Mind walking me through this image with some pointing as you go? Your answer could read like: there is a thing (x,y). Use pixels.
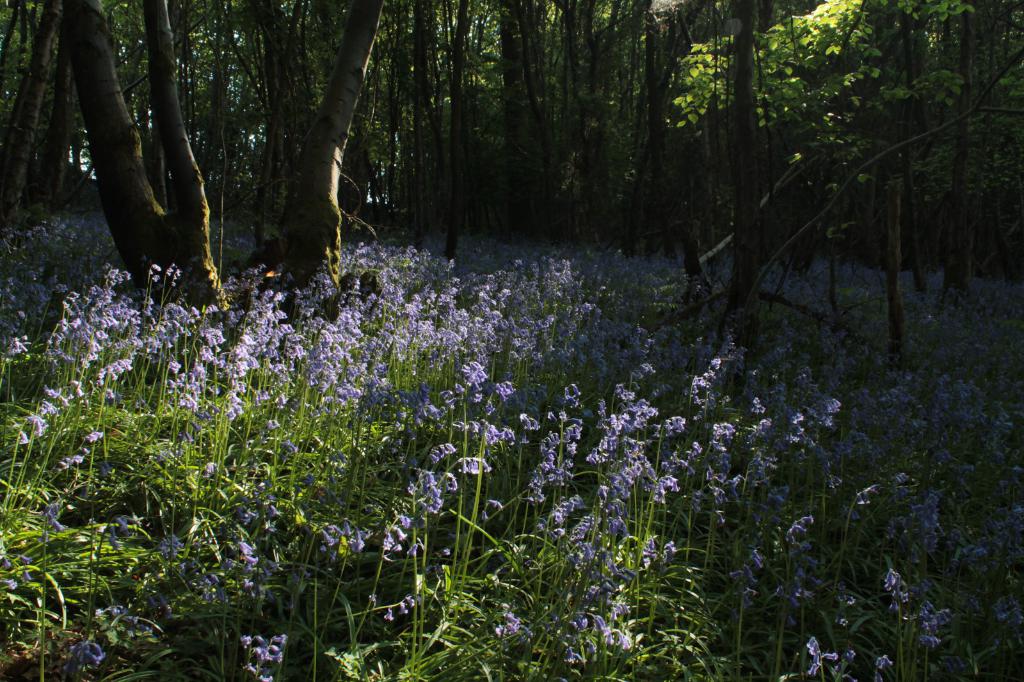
In this picture there are trees (581,112). At the bottom (615,584) there are purple color flowers (575,423) on the plants (525,352).
